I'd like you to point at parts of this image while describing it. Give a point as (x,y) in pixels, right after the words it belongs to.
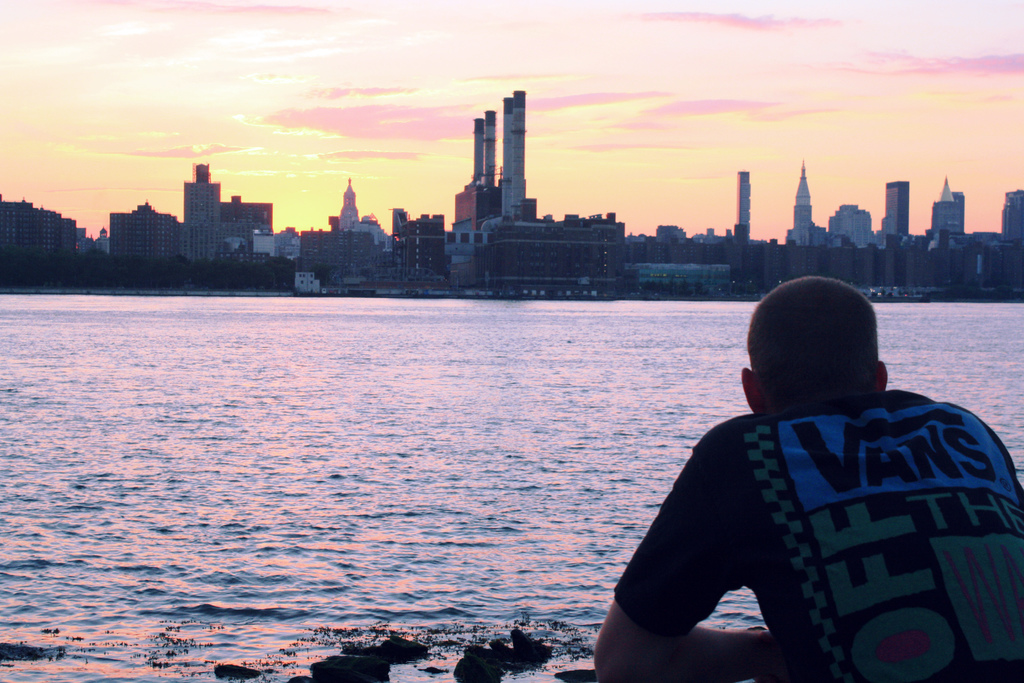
On the right side (845,433) there is a person (840,421). There is water (339,366). In the background (394,250) there are many buildings (570,254) and sky (500,73).
